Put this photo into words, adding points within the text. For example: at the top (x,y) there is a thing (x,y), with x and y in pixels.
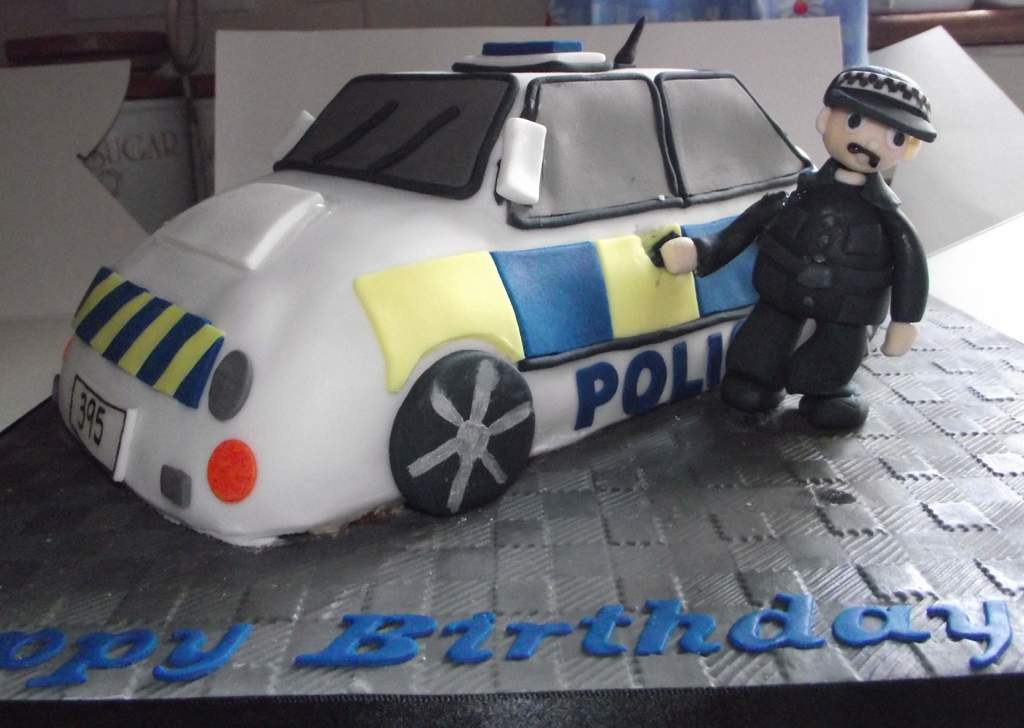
In this image I can see a cake (248,587). There is some text (518,645) at the bottom (203,653).
